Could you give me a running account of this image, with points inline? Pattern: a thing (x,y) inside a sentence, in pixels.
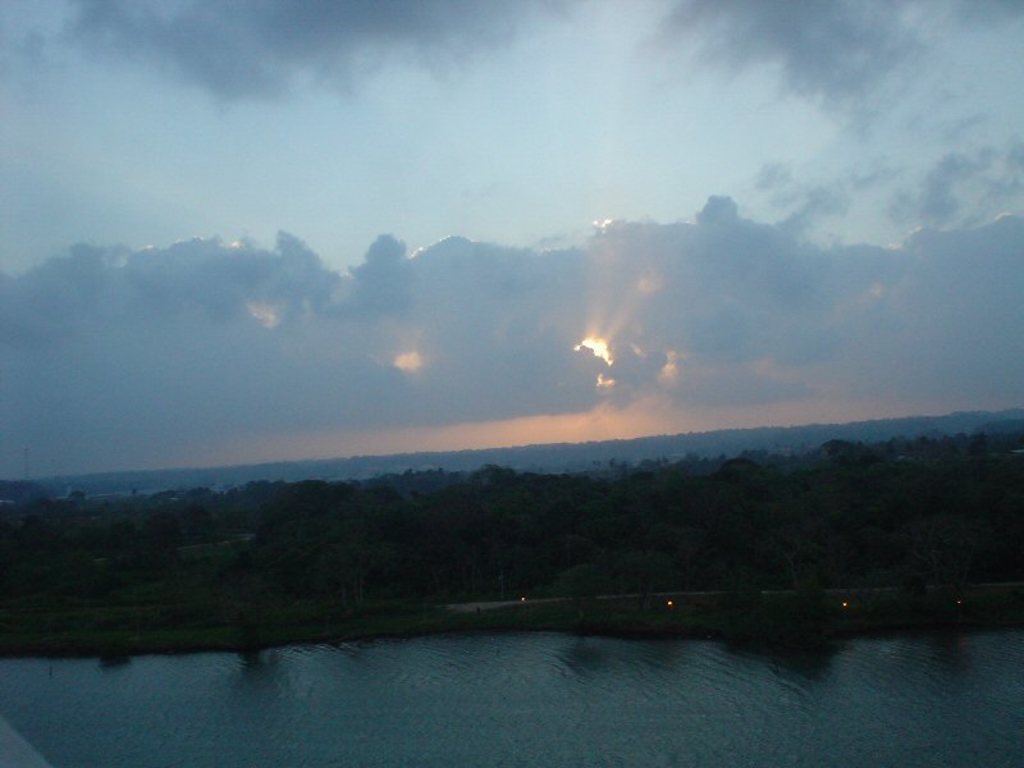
In this picture we can see water (651,708) at the bottom (415,690), there are trees (610,528) in the background (379,537), we can see the sky (598,192) and clouds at the top of the picture (572,103).
